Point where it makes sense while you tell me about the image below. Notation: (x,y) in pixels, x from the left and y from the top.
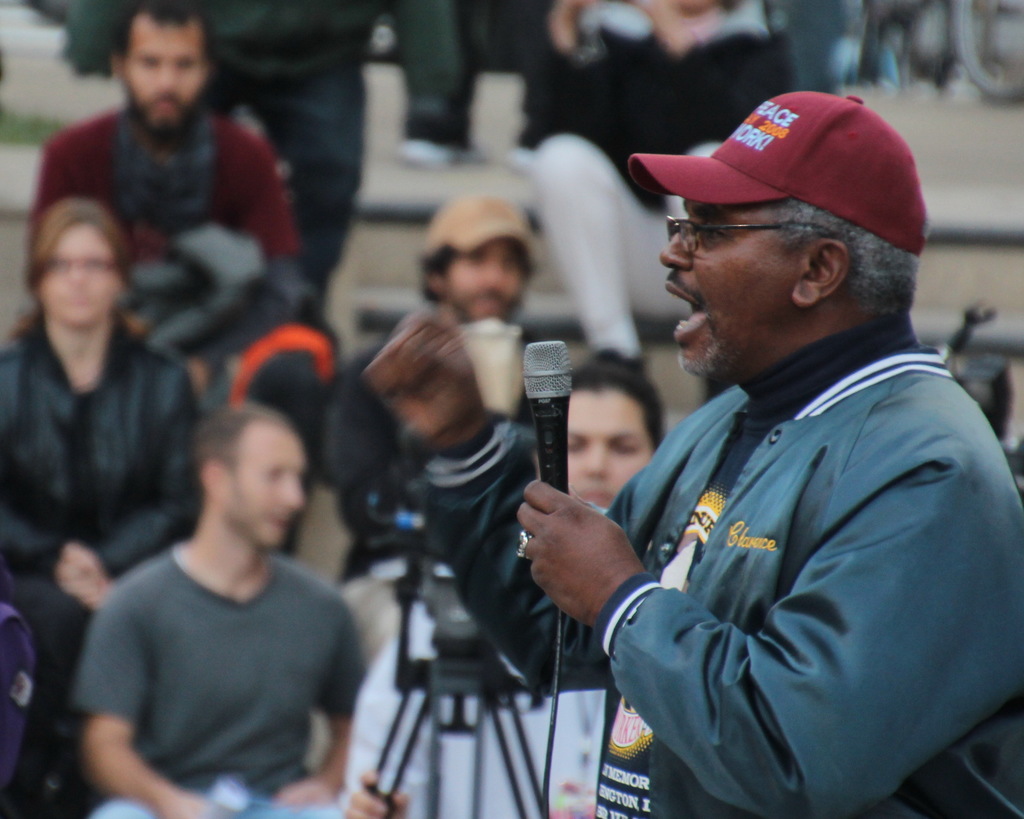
In this image I can see number of people (205,562) and here I can see he is holding a mic (531,411). I can see he is wearing a jacket (804,419), a red colour cap (771,180) and specs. I can also see this image is little bit blurry from background (863,33).
